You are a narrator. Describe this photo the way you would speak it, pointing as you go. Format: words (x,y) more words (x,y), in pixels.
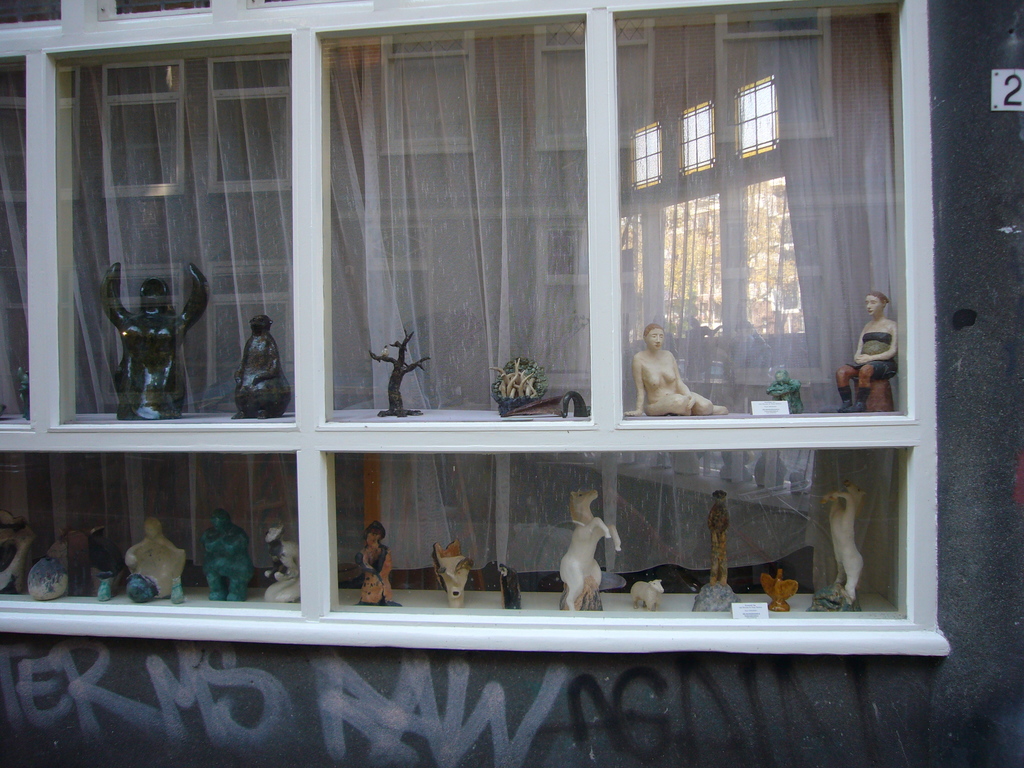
In this picture we can see statues (787,603) in glass cupboard (773,446), behind this glass cupboard (626,160) we can see curtain (713,74). We can see some text (75,674) on the wall (1005,612).
